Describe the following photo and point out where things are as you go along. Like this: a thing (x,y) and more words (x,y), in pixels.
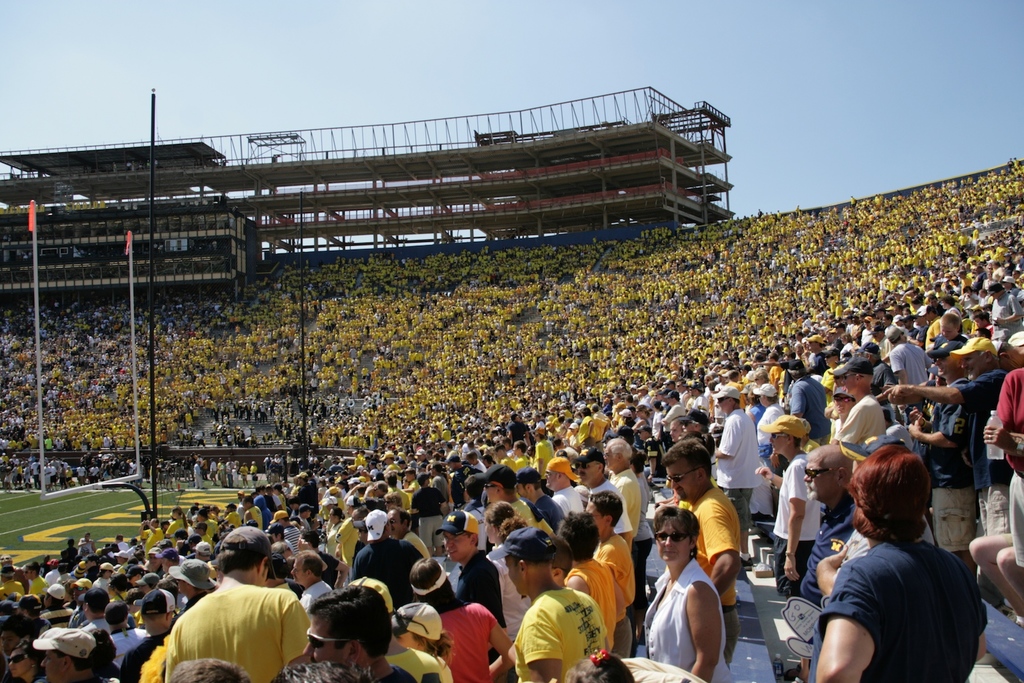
In the center of the image (532,302) we can see a group of people (402,368) present in stadium (75,295). In this image we can see poles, flag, building (348,218), ground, stairs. At the top of the image (433,101) there is a sky (415,74).
